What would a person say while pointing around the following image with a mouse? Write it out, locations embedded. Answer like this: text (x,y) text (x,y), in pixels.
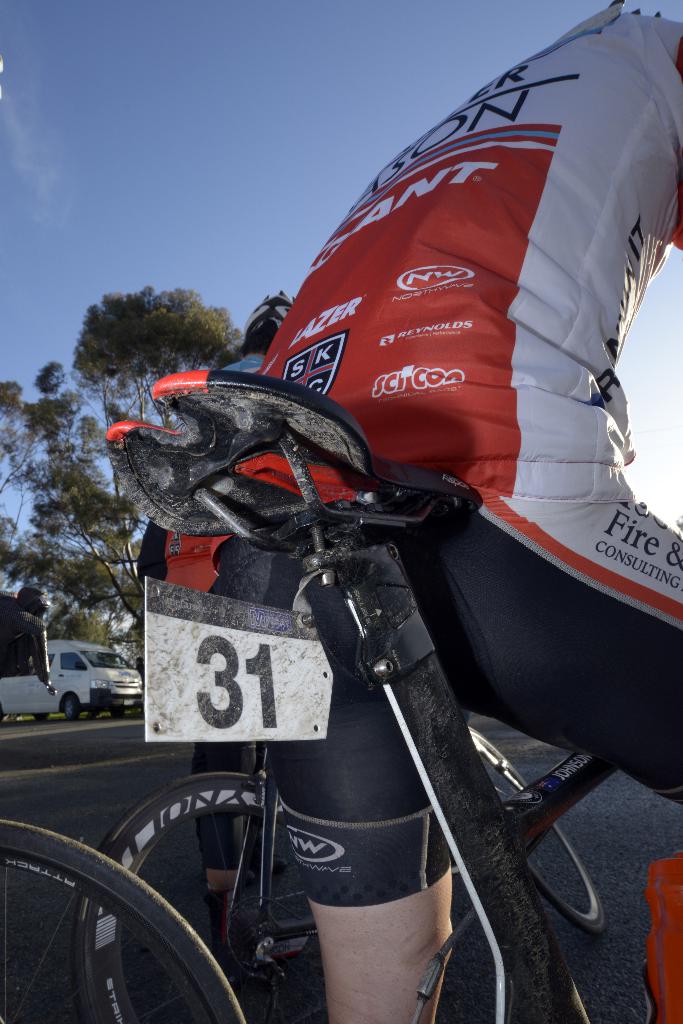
In this image we can see three persons (437,337) wearing dress (475,244) and helmet (275,310). One person (520,325) is on a bicycle (528,851) with a board (323,653) containing set of numbers (268,699) on it. In the background (93,685), we can see a vehicle (76,666) parked on road (56,754), tree (134,334) and the sky (195,181).
